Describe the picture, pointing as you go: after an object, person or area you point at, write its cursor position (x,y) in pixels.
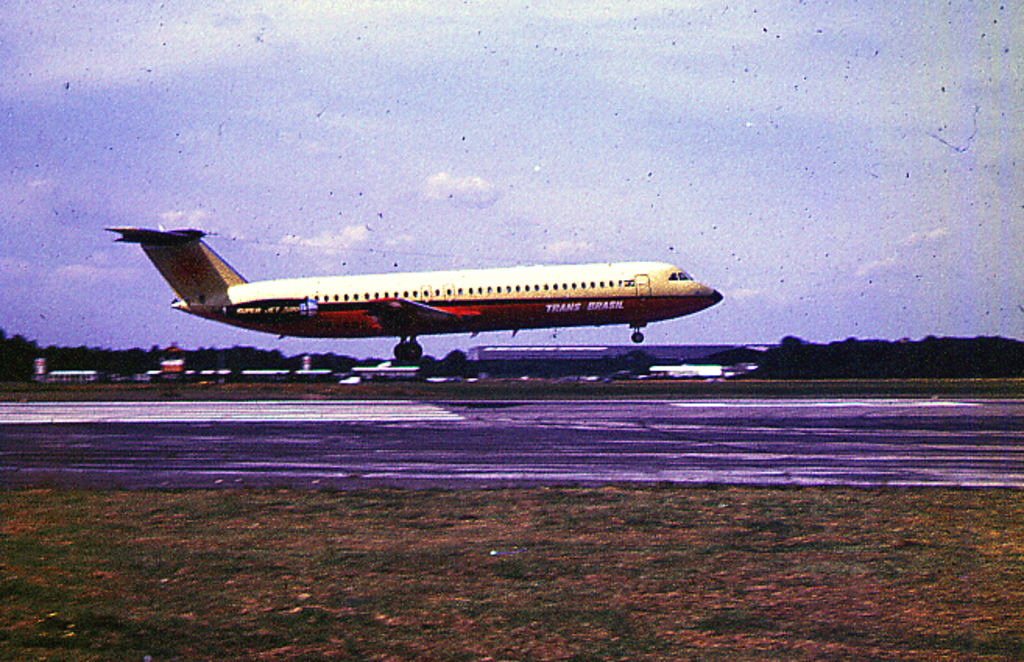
In this picture I can see there is an airplane (302,311) and it has wings (418,308) and windows (583,284), there is grass (436,383) on the floor (524,388), a runway (479,404) and there are trees (631,370) and a building (396,368) in the backdrop (819,357) and the sky (883,82) is cloudy.
